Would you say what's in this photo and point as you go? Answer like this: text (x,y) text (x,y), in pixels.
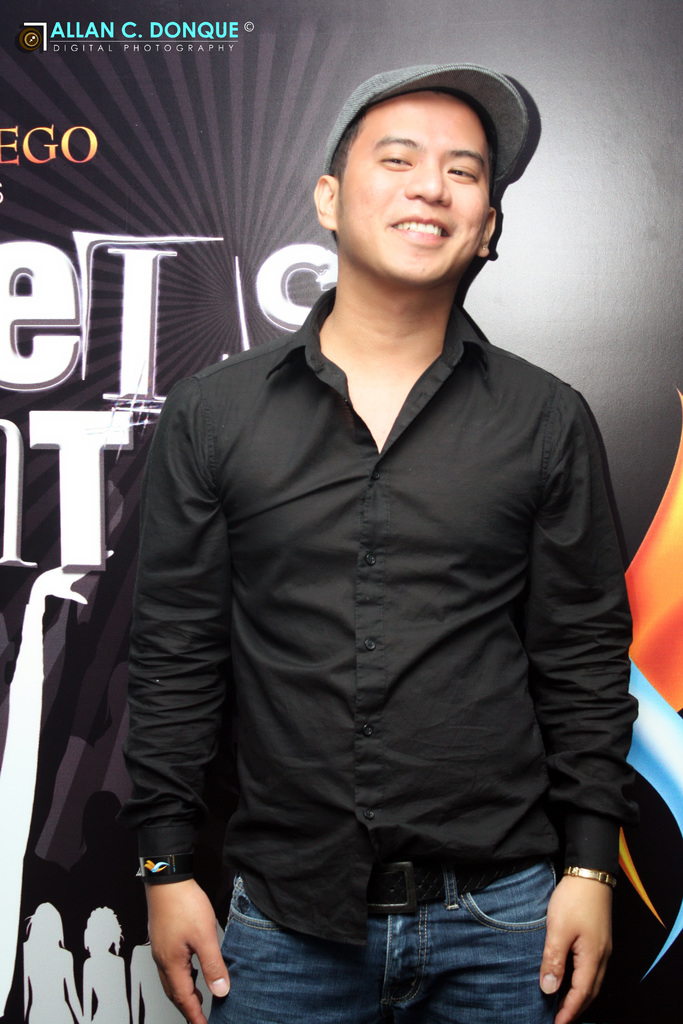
In this image I can see a man (329,634) wearing black color shirt (434,805), standing and smiling and giving pose to the picture. In the background (113,175) there is a board (120,163).
